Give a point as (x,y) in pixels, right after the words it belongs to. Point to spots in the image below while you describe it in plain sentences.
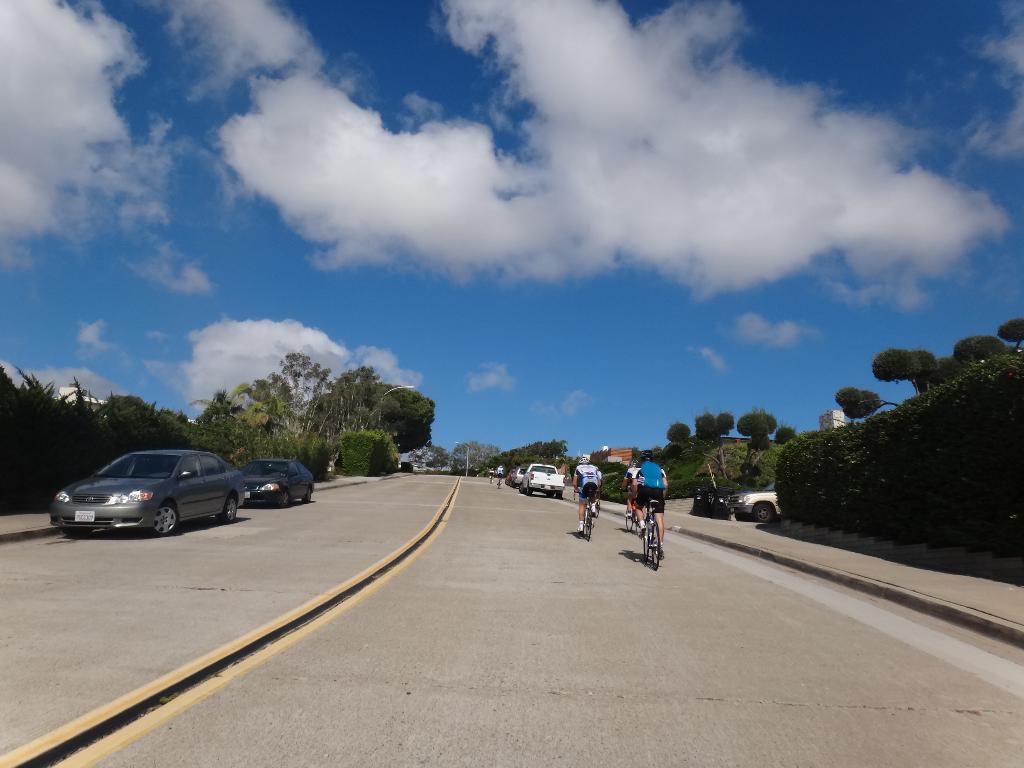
We can see vehicles (552,480) and few persons (582,528) are riding bicycles (653,533) on the road (496,497). To either side of the road (457,748) we can see trees (280,412) and buildings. In the background (490,367) there are clouds (49,121) in the sky (316,302).
